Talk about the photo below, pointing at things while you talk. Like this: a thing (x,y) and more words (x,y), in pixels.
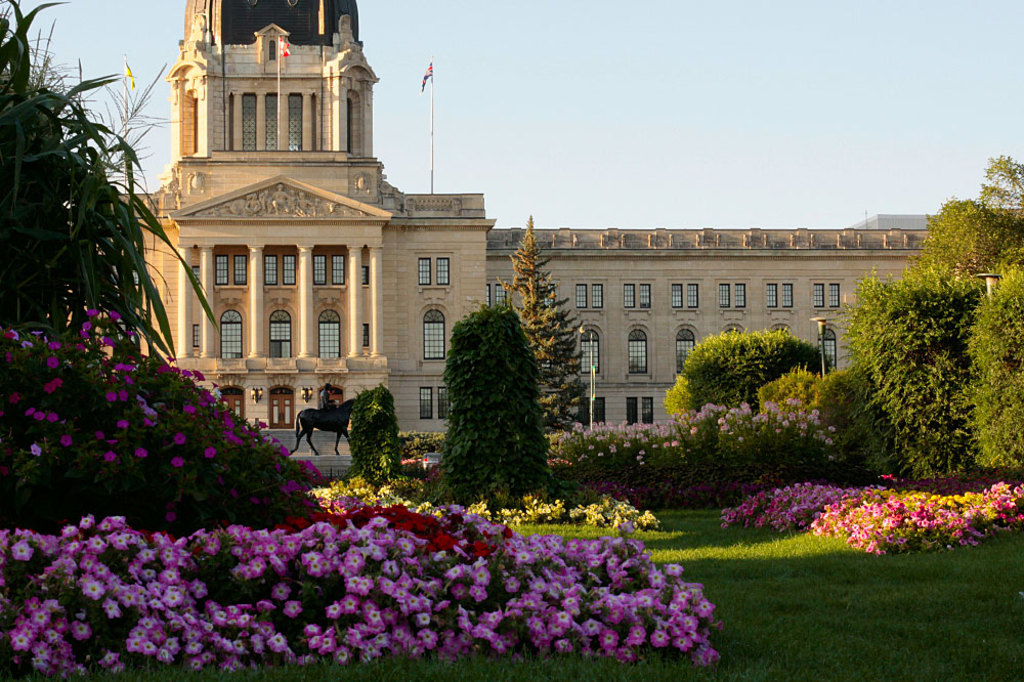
In the image in the center (510,397), we can see trees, plants (499,487), grass (697,513) and flowers (652,570) with different colors. In the background (576,66), we can see the sky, one building (396,334), pillars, flags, poles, windows (636,346), doors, one statue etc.
